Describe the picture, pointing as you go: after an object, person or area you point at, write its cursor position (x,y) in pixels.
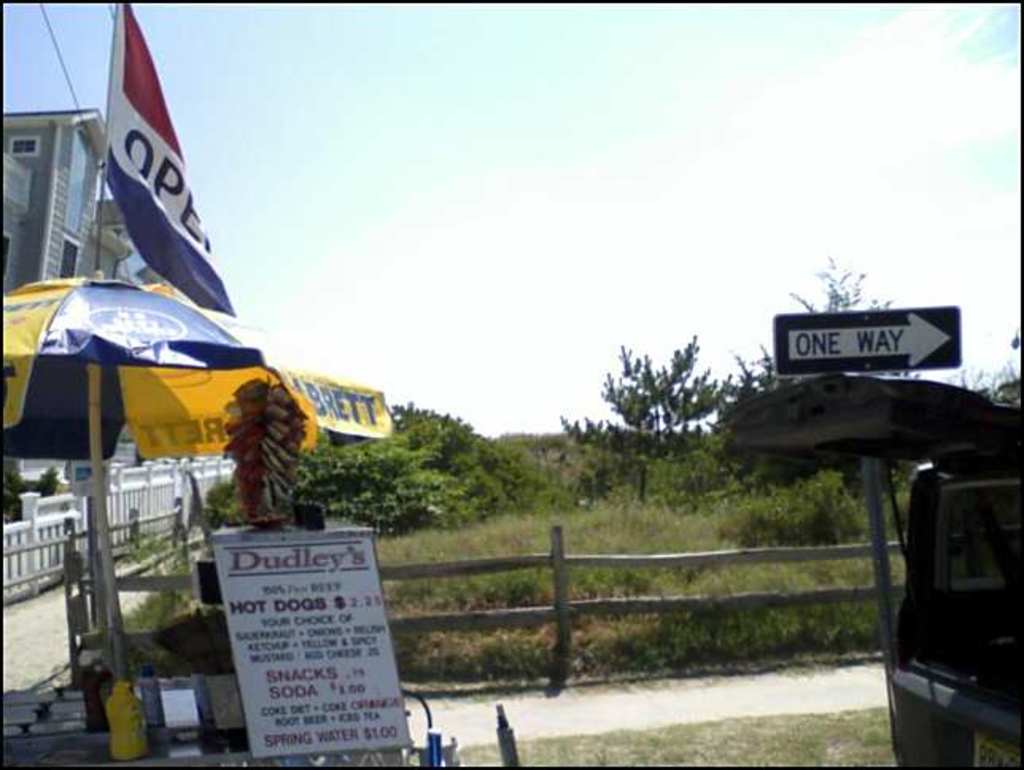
In the front of the image (1011,593) there is a vehicle (949,656), boards (252,669), bottles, umbrella (163,432), flag (222,307) and objects (184,637). Something is written on the boards (878,371). In the background of the image (267,245) there is a building (112,207), sky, railings (76,515), grass (406,540) and plants (54,480).
